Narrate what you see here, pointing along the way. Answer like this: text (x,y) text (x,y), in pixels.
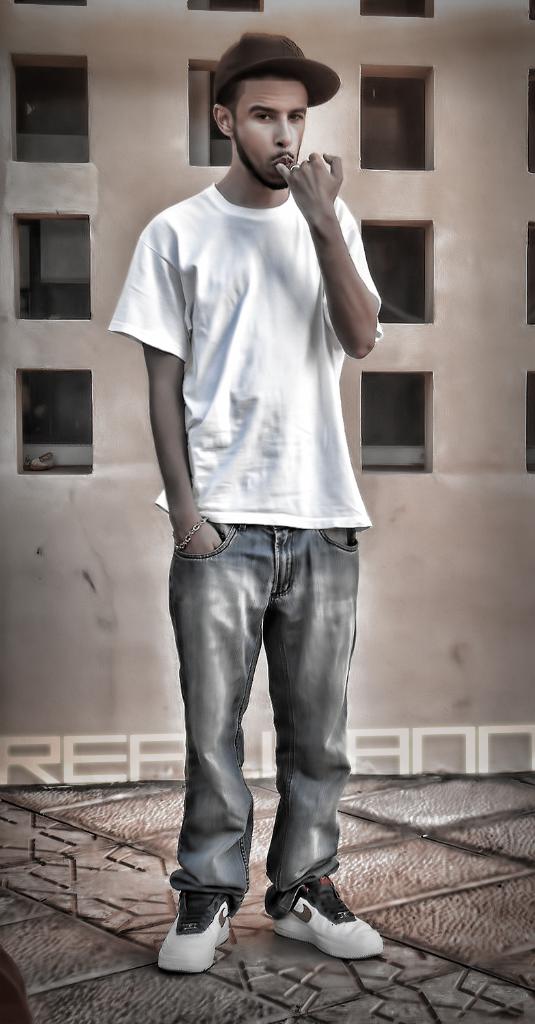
In the center of this picture (284,496) we can see a person (269,270) wearing white color t-shirt (277,231), cap (298,61) and standing on the pavement (405,924). In the background (456,168) we can see the building (141,81) and we can see the windows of the building (78,338) and we can see the text (137,748) in the background (8,759).
